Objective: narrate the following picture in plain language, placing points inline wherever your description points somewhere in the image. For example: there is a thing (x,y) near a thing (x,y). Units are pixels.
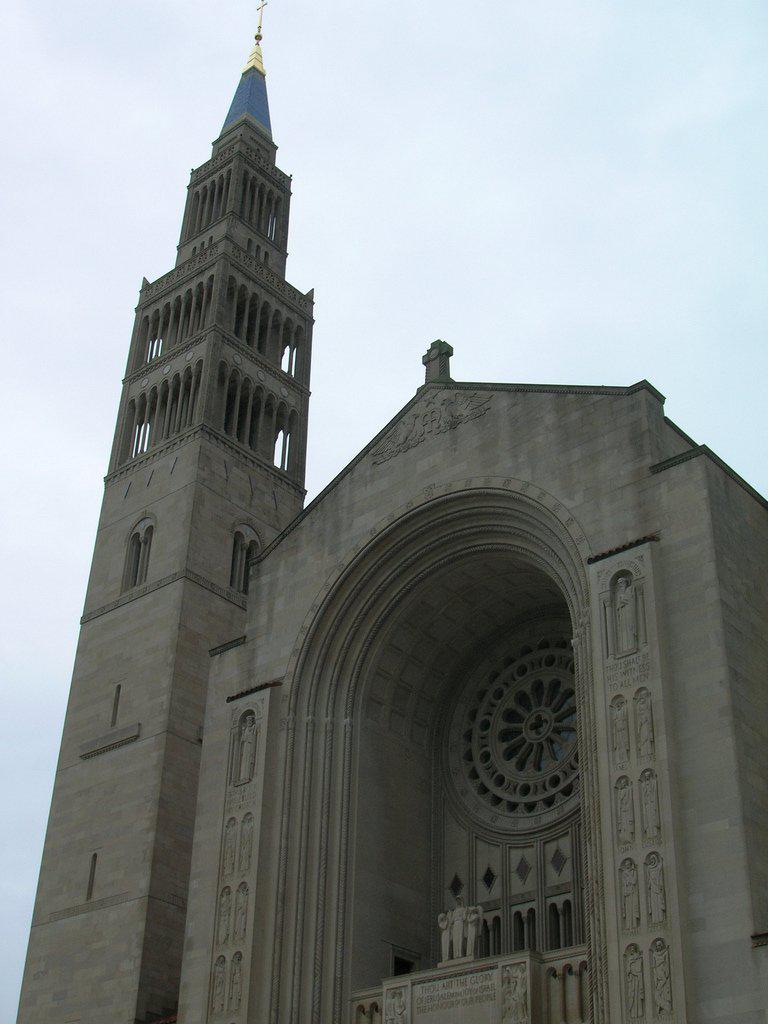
On the left side (207,229), there is a tower (217,598). Beside this tower (151,829), there is a building (686,809). In the background (610,149), there are clouds (123,110) in the sky (99,145).
